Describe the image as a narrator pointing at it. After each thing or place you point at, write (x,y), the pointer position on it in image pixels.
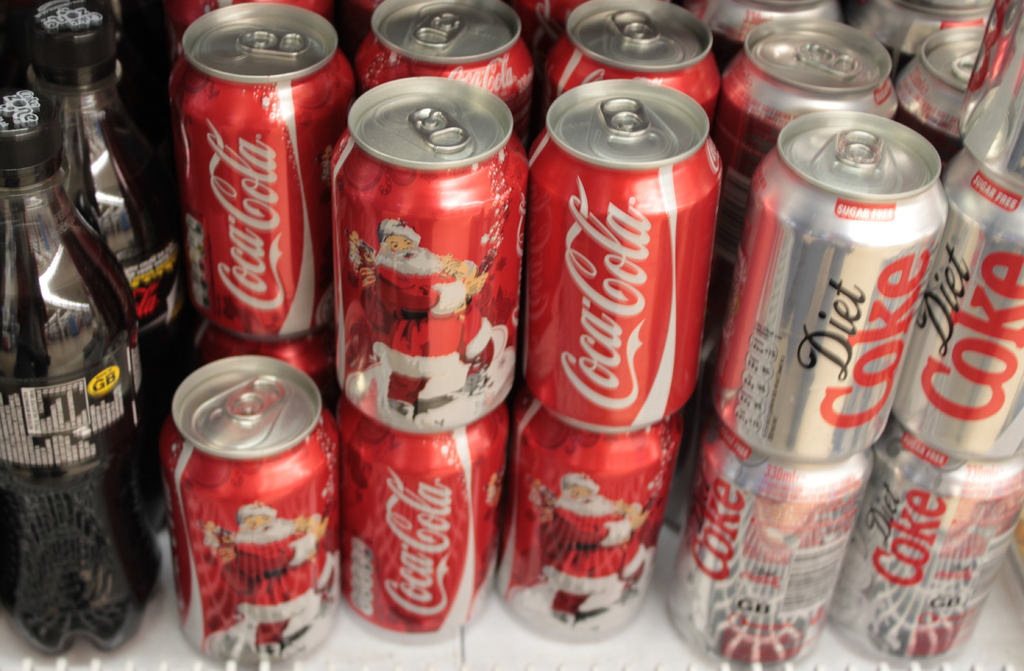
This image is taken in a store (334,69). In this shelf (864,661) there are few cans of coke (721,427) and two bottles (110,213) with a label (71,412) on it.
